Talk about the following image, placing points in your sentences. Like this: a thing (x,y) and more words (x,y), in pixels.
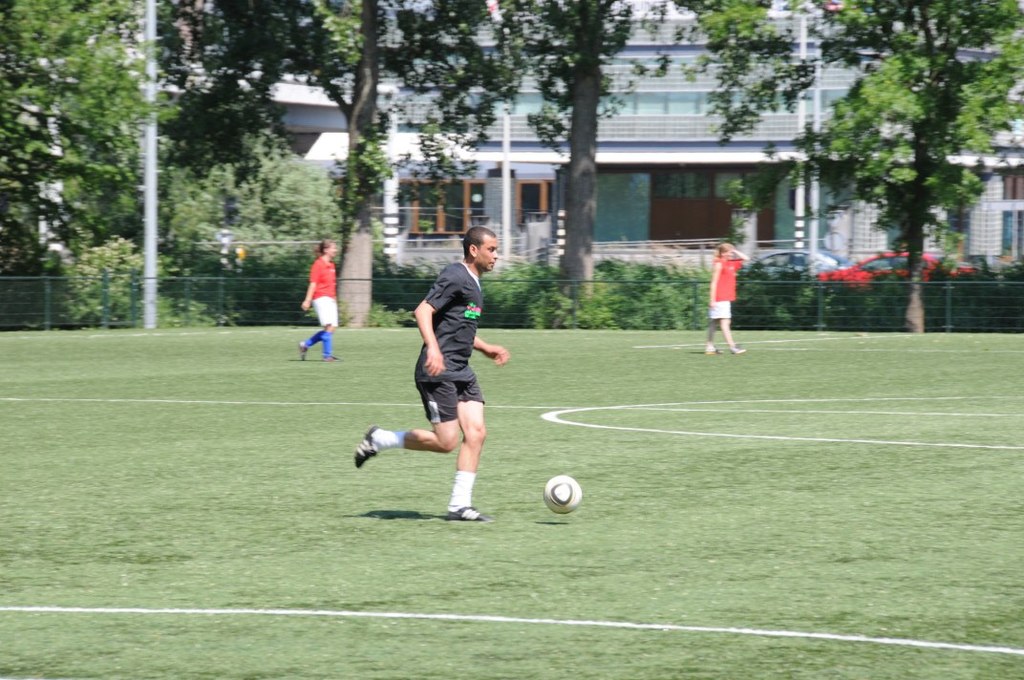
In this image there are persons (439,339) playing. In the background (333,162) there are trees (554,146), there is building (519,134) and there's grass (198,532) on the ground (381,563).
